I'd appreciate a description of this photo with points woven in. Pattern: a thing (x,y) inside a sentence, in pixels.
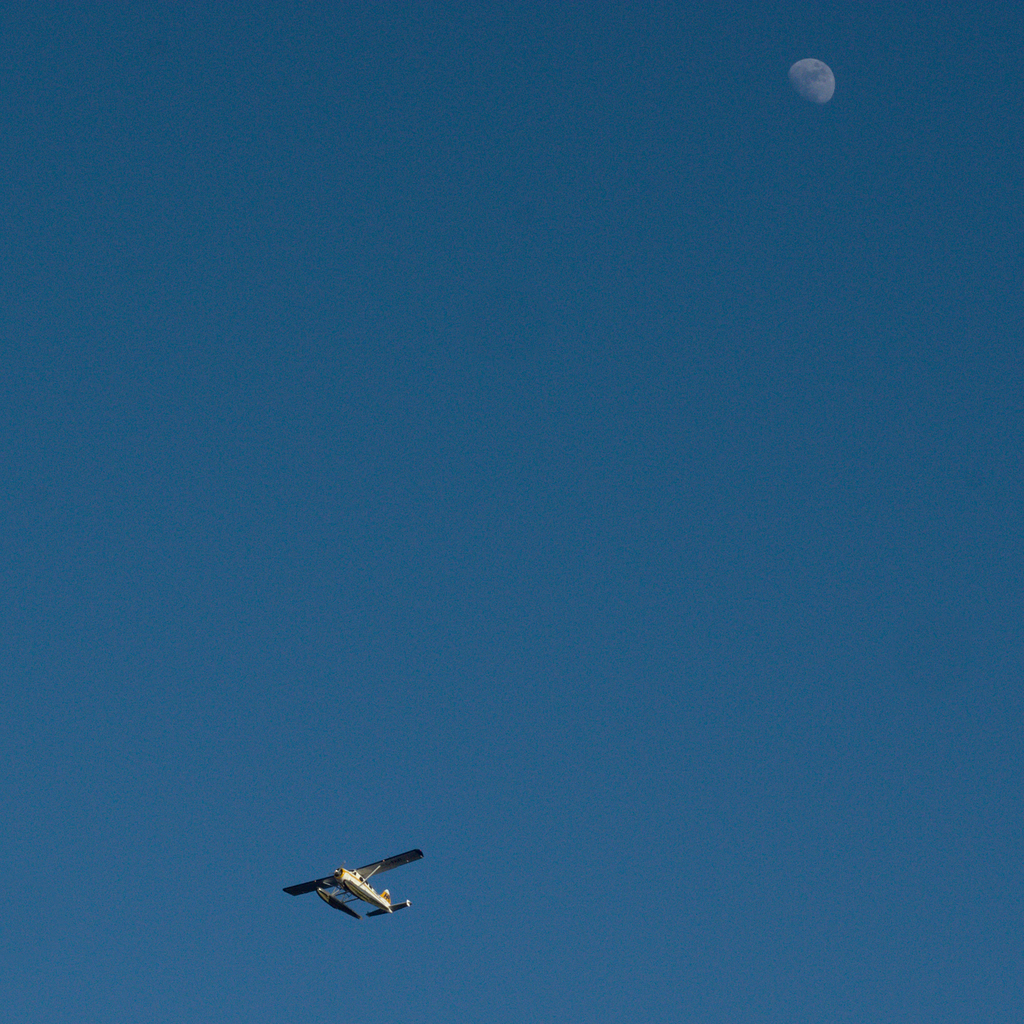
Here in this picture we can see an airplane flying in the sky (342,810) and we can also see moon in the sky (839,60) over there.
